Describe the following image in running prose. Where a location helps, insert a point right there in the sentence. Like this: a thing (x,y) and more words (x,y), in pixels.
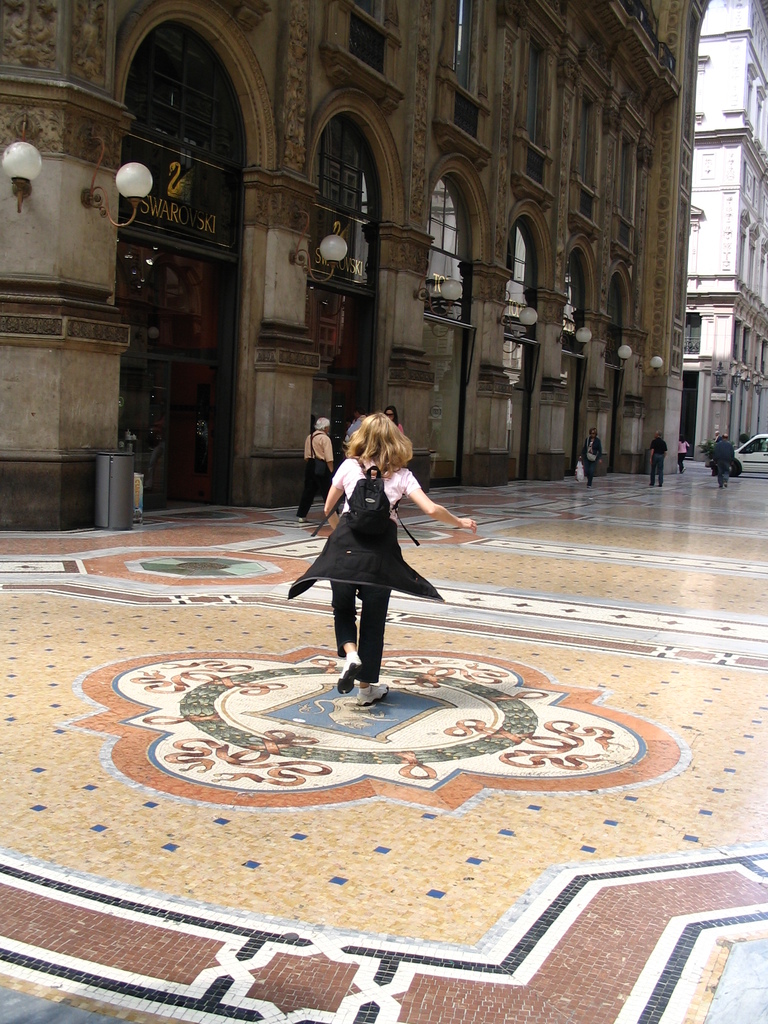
In this image I can see the group of people (361,558) with different color dresses (412,582). I can see one person (356,544) wearing the bag (355,509). In the background (392,233) I can see the buildings (405,121). There are the lights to the building (444,250). I can see the dustbin (106,487) in-front of the building (412,372). In the background (746,445) I can see the vehicle (755,451).
